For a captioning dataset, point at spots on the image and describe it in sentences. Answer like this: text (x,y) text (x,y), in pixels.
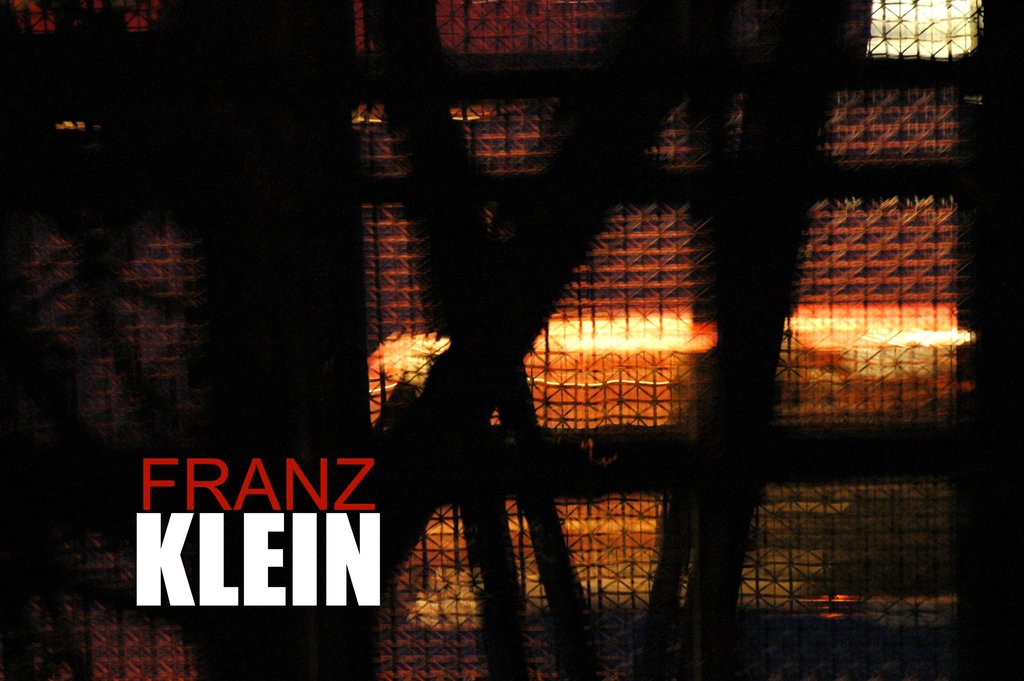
In this image ''franz klein'' is written at the left (302,553). There are fence (696,349) and lights (613,352) at the back (914,663) which are blurred.
